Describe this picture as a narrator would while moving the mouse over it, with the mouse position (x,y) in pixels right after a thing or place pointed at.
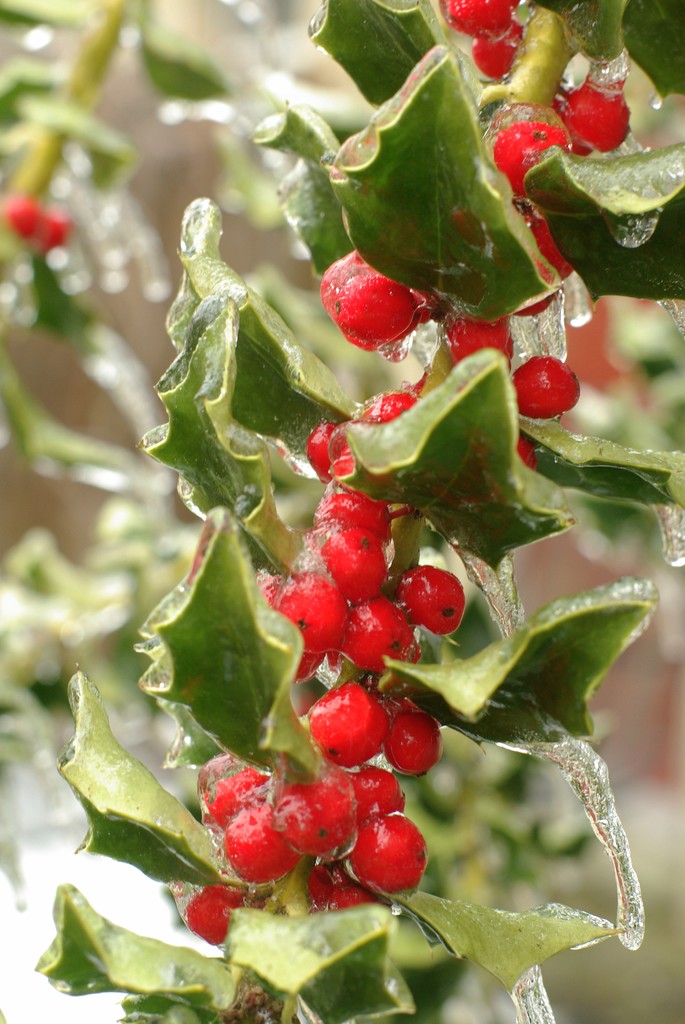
In this image I can see few fruits (316,610) in red color and I can see leaves (203,634) in green color.
